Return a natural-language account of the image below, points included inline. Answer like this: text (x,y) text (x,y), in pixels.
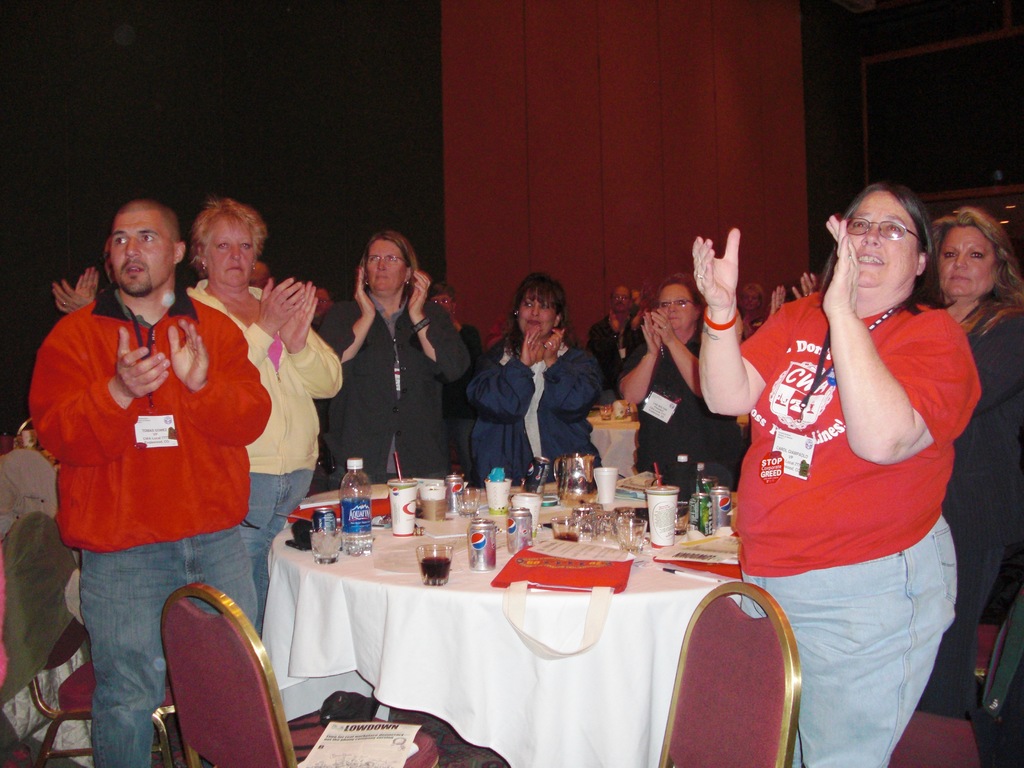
This is the picture of a group of people (633,326) standing around the table (544,515) on which there are some bottles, cups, glasses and notes (308,508) and behind that is red color curtain (583,150) to the wall (523,150) and there some chairs (174,645).
